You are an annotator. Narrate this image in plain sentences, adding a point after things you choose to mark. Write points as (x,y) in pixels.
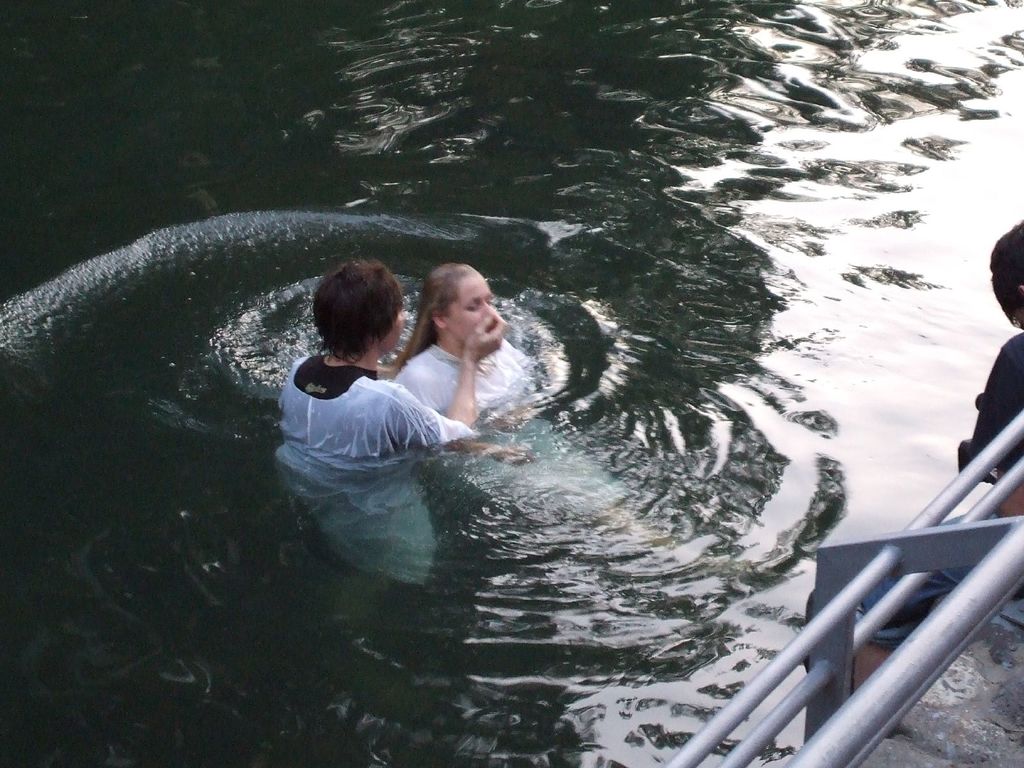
In this image I can see two persons (375,364) in the water (695,413) and a fence (826,657). This image is taken may be in a river (802,331).
